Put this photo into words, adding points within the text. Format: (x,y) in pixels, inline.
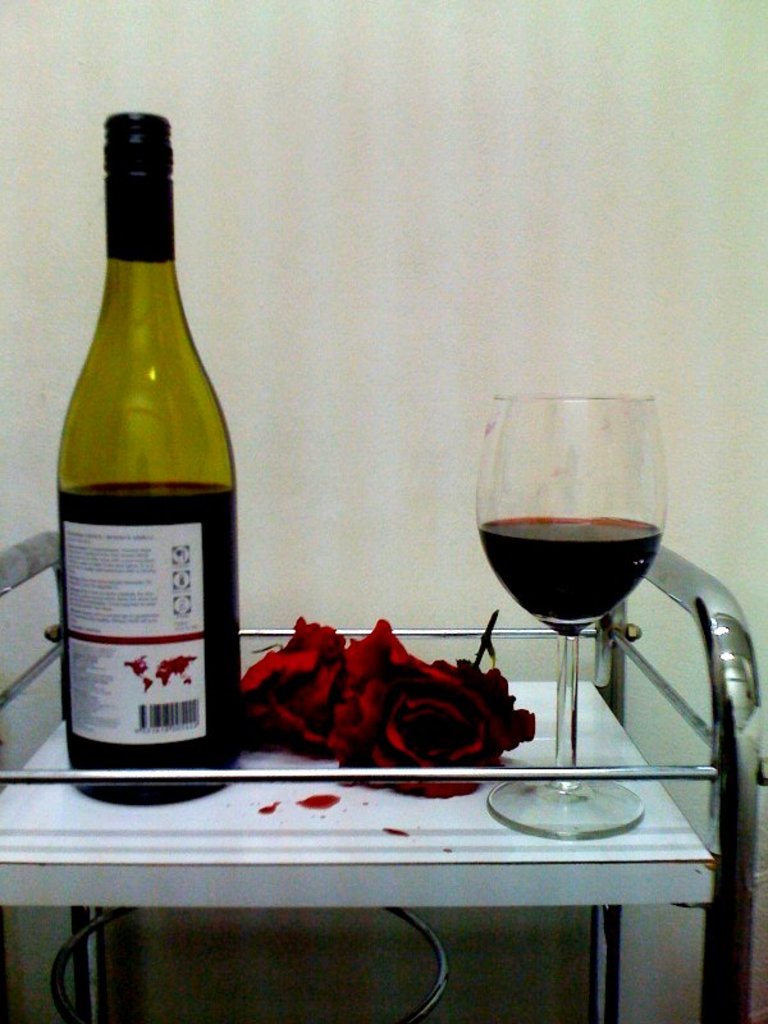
In this image, stool (418,850) on top of that there are few flowers (427,699), wine glass (567,566) with liquid (526,539), bottle (180,453). There is a sticker (155,606) on it. And back side we can see wall (242,421).
